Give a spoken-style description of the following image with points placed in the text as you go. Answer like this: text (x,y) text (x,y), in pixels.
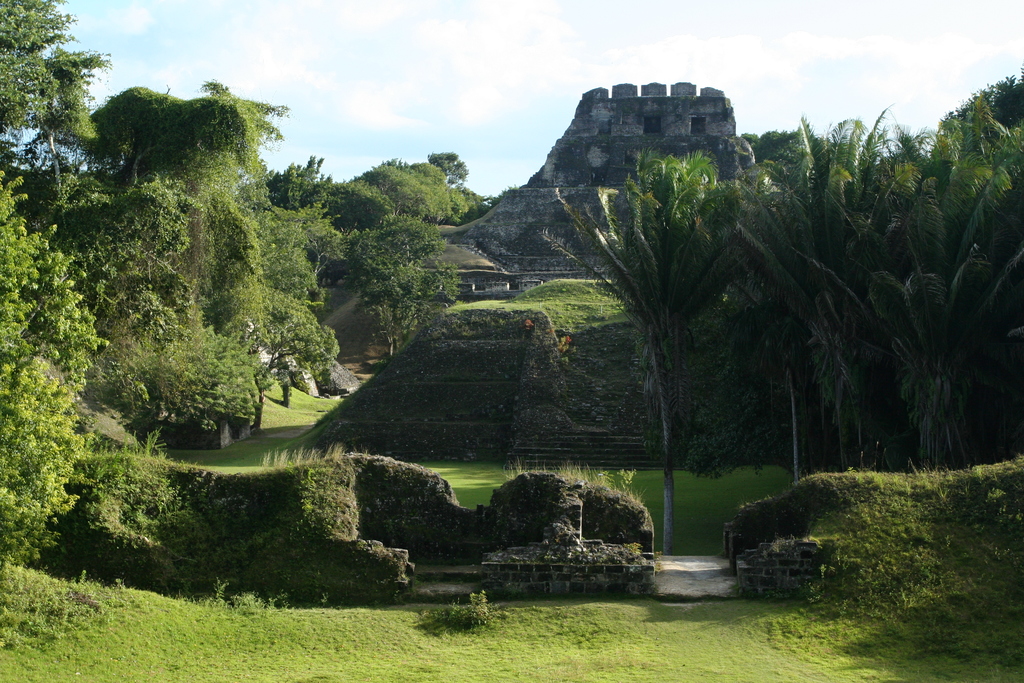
In this image I can see a fort (543,186). There are trees (744,323), plants (234,326) and in the background (663,7) there is sky (146,23).
